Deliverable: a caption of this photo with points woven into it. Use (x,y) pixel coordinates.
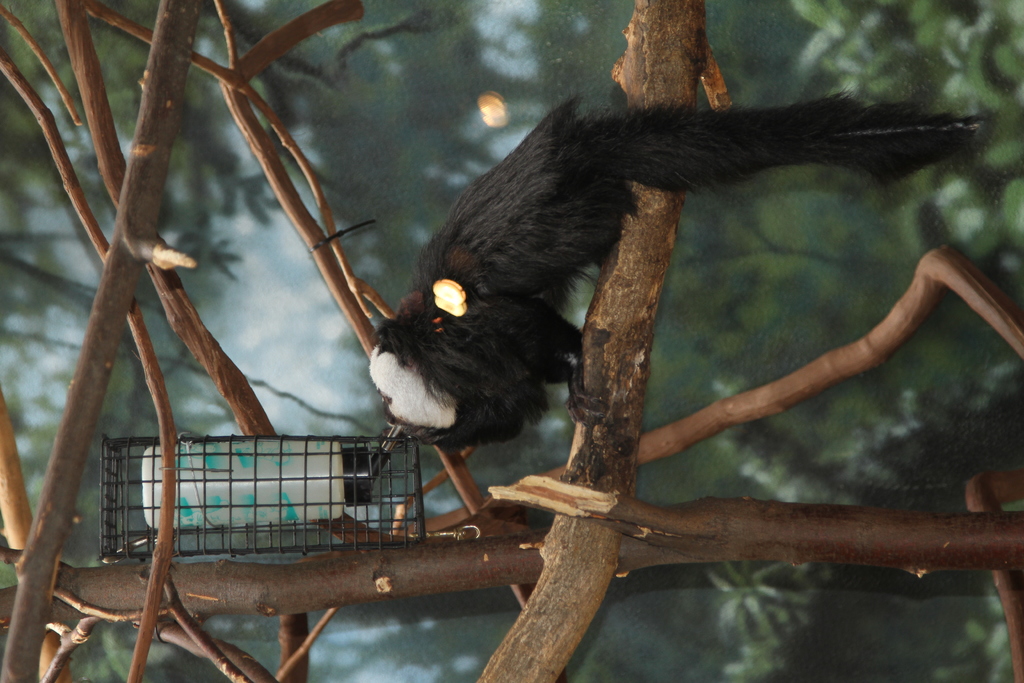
In this image, we can see a bottle (225,456) inside the cage (414,475) and in the background (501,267), there is an animal (512,222) and we can see trees (215,190) and branches (76,10).
